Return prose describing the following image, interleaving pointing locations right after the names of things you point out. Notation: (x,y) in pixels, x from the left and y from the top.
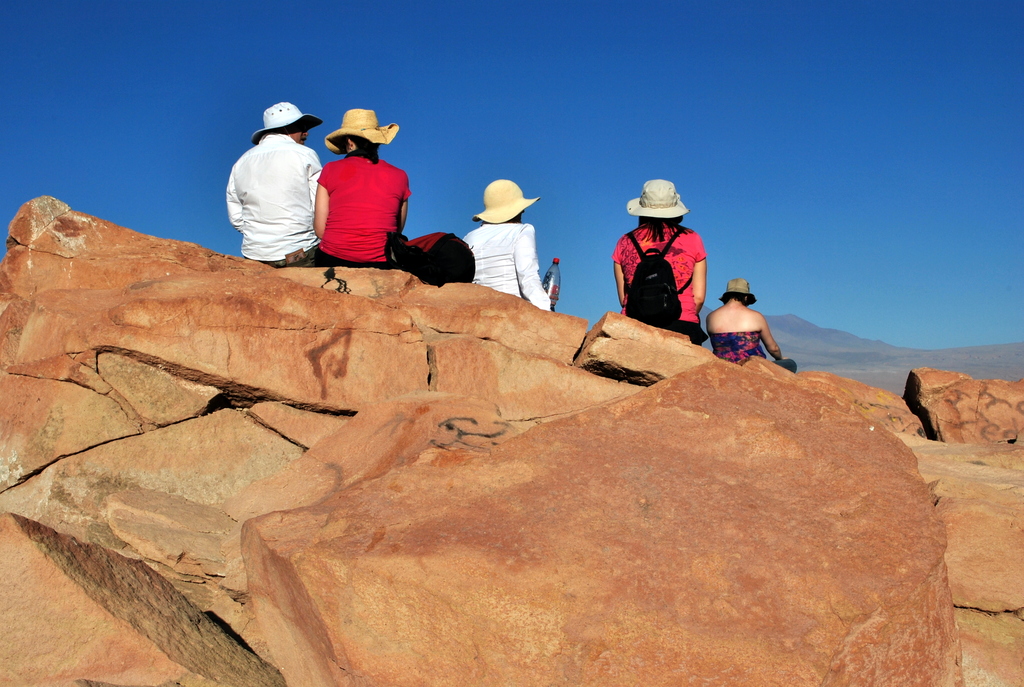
In this image we can see a few people (544,304) wearing hats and sitting on the rocks (509,350), there are mountains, also we can see a bottle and a bag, in the background (457,196), we can see the sky (665,38).
